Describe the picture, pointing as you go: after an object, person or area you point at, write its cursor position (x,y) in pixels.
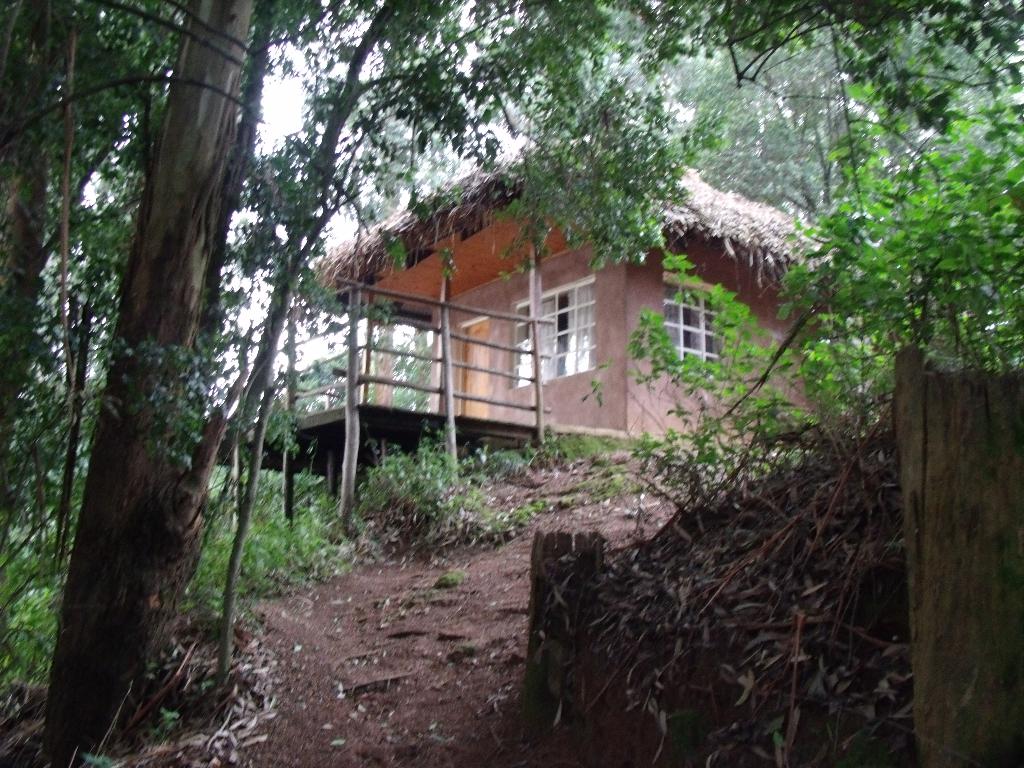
In this image I can see few trees (641,357), house (674,386), windows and fencing (339,372). The sky (300,350) is in white color.
